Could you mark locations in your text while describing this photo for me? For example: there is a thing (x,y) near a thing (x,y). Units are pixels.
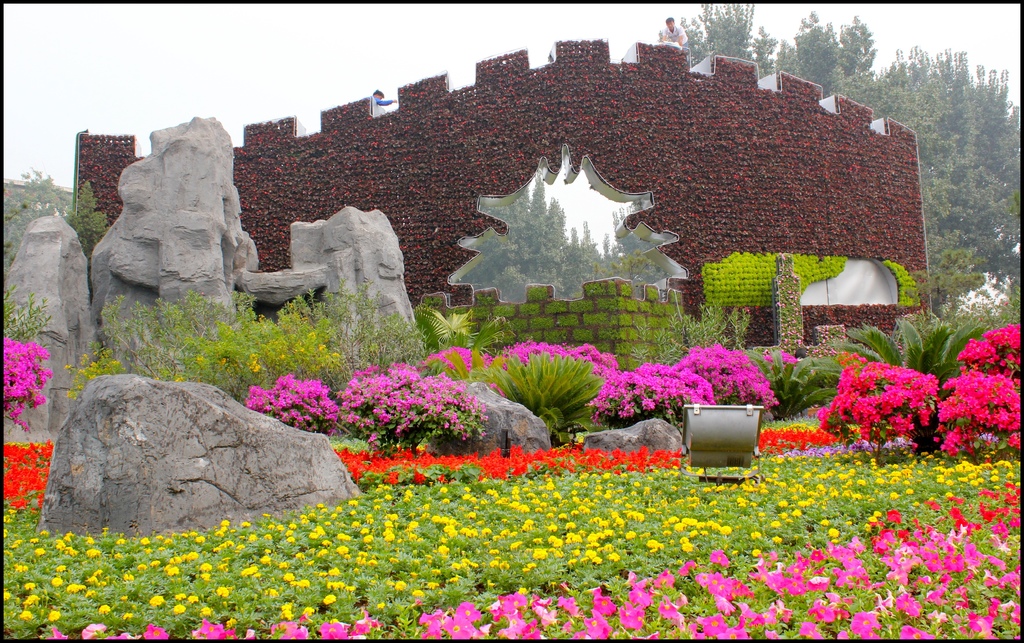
In the picture there are plants (471,410) present, there are flowers (702,394), there are trees (869,35), there is a wall (434,139), on the wall (637,189) there are creepers (792,200) present, there are trees (865,68), there are people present on the wall (688,195), there is a hazy sky (830,17).
